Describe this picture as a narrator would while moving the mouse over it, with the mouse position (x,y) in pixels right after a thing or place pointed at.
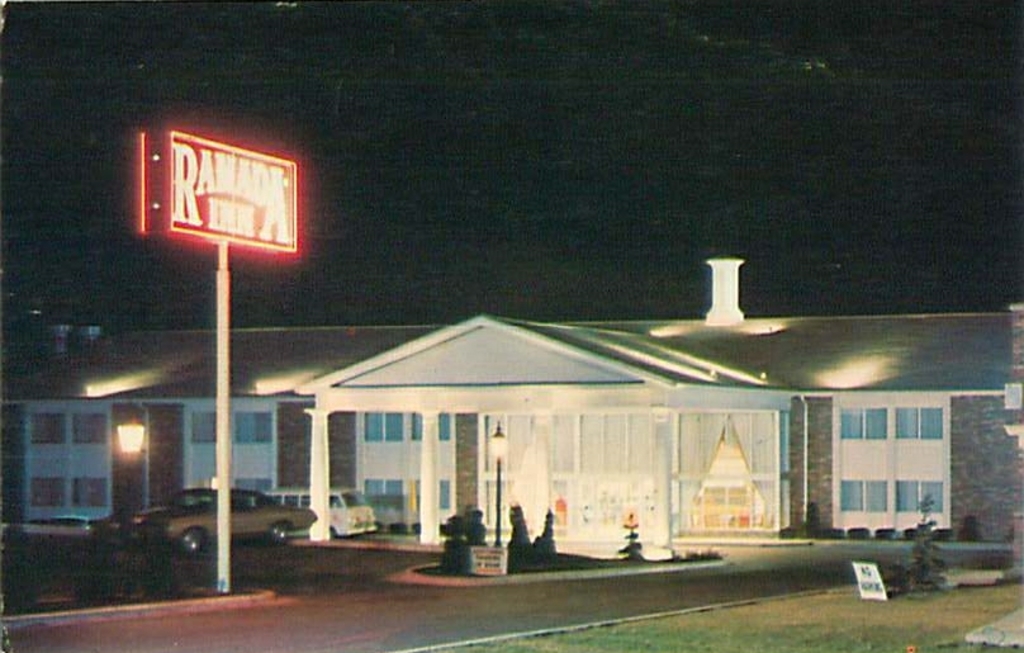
In this picture there is a building (665,331). On the left (170,498) we can see car (186,494) which is parked near to the street light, beside that there is a board (287,206). In front of the building (566,474) we can see grass (442,573) and plants (682,557). In the bottom left corner (309,640) there is a road (321,643). At the top (574,31) we can see the darkness (803,34). On the right (713,444) we can see the windows (934,507).
